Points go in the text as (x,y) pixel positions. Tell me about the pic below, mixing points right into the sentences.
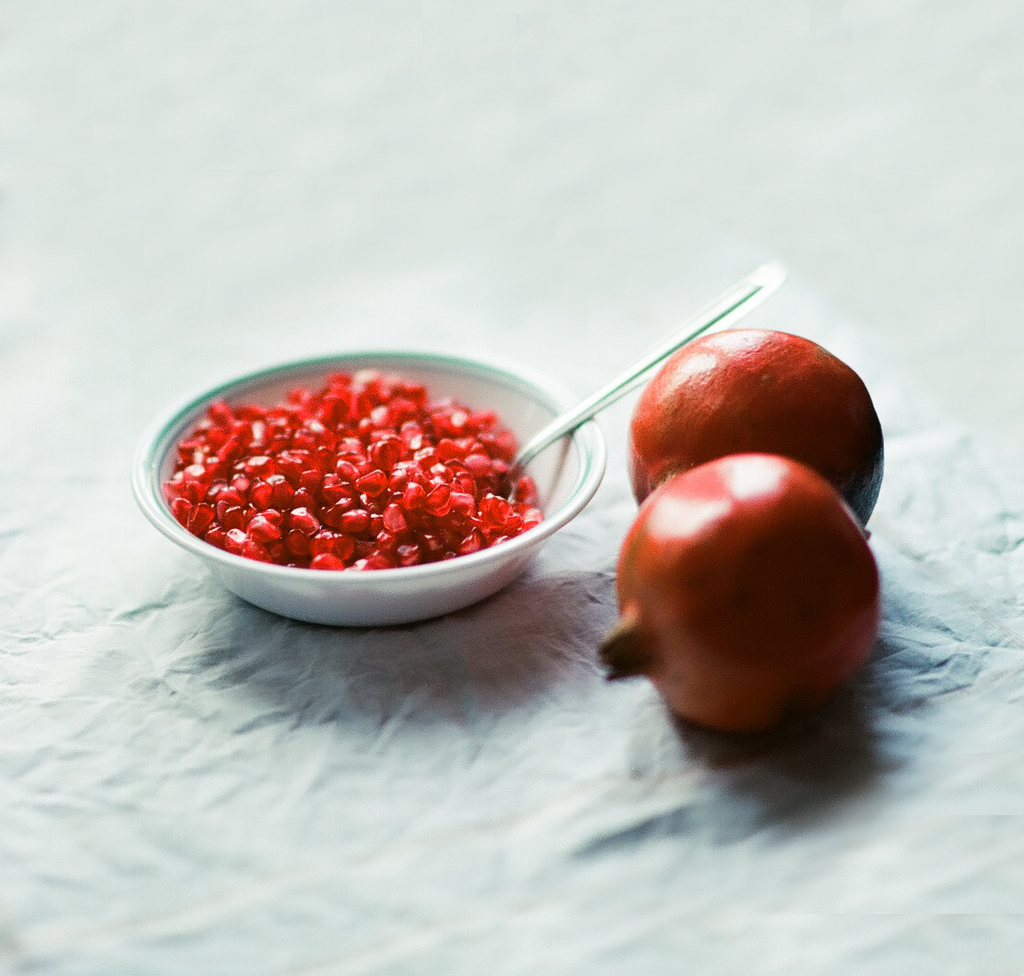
In this picture I can see there are two pomegranates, there is a bowl (355,577) of pomegranate seeds (488,476) with a spoon (597,399). In the backdrop (467,154) there is a white surface (544,183).
